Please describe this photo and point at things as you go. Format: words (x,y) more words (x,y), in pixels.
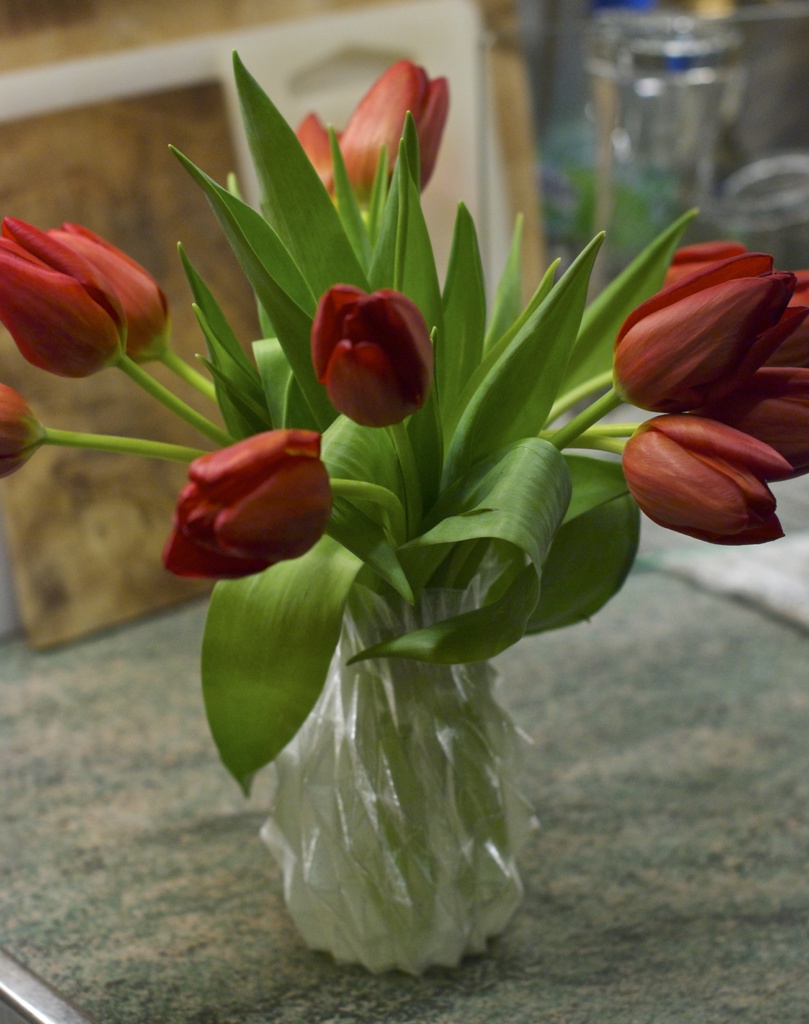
There is a flower vase (483,680) and inside that a tulip flower plant (301,419) is kept, there are beautiful tulip flowers (397,336) to the plant (501,490) and the background of the flowers (361,390) is blur.
